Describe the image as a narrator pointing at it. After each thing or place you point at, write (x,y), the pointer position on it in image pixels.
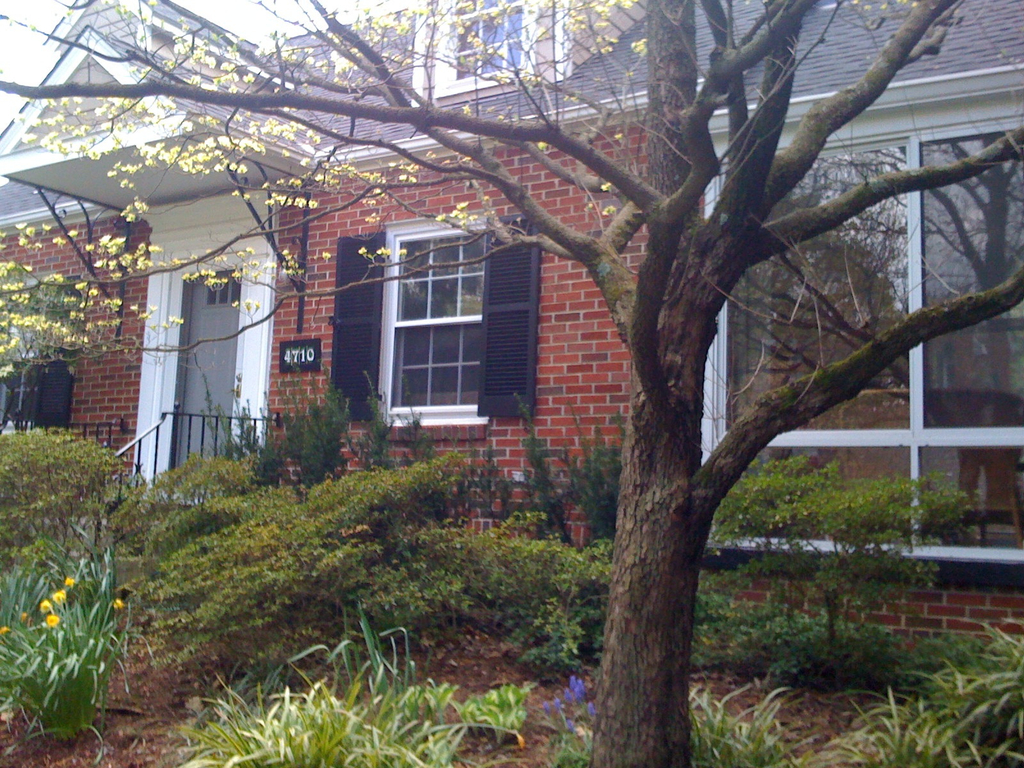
In the picture there is a house (313,243) and in front of the house (165,435) there are many plants (403,492) and trees (588,156).
